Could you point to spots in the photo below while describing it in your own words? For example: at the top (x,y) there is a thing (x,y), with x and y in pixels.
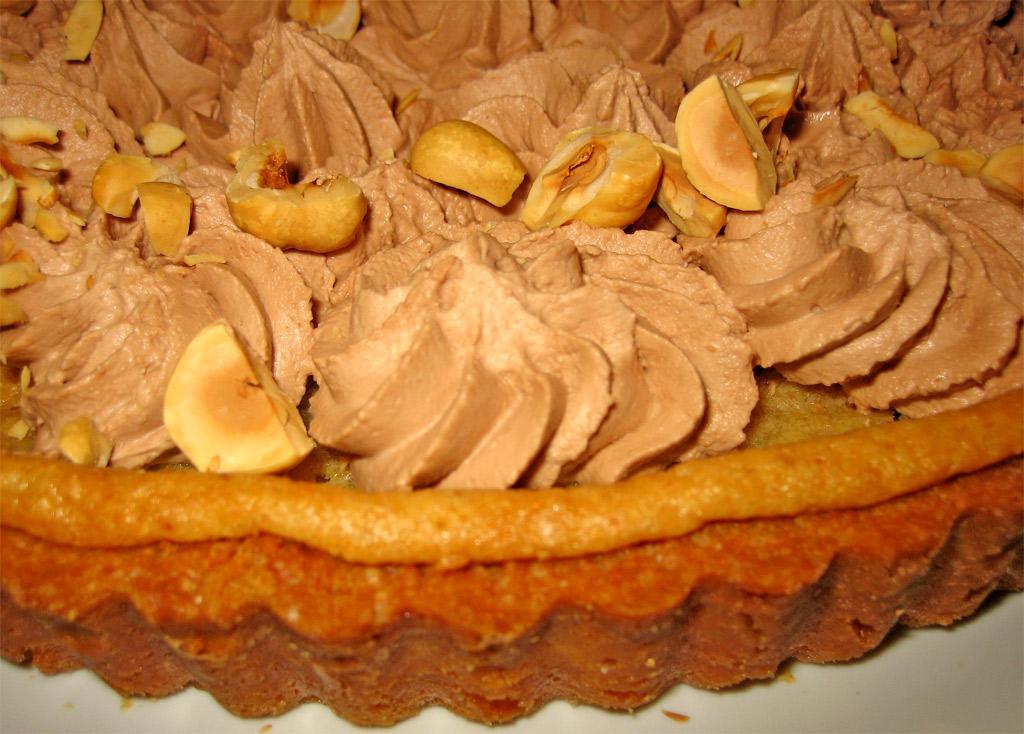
This image consist of food (366,342).
